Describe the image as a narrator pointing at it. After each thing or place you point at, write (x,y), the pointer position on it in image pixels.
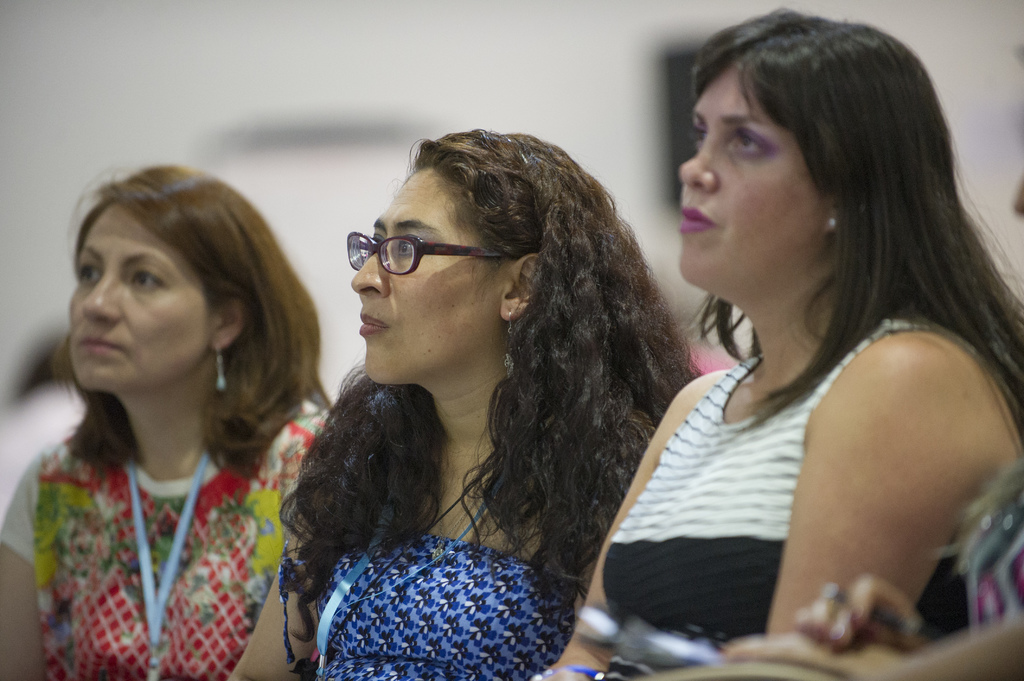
In this image I can see a three woman (712,159). They are wearing different color dress (652,547). Background (415,30) is in white color.
